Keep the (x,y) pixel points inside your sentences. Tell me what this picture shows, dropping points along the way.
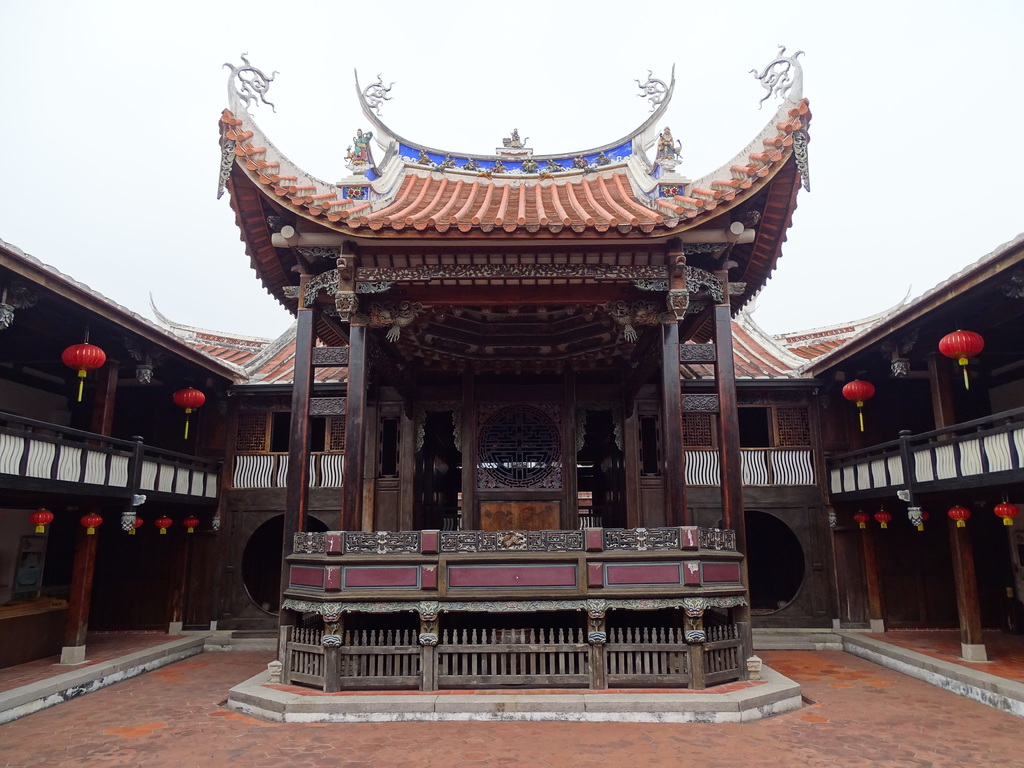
In this image, we can see some houses (543,402) and wooden pillars (733,513). We can see the ground (551,748) and some red colored objects (968,333). We can also see the sky (132,204).
